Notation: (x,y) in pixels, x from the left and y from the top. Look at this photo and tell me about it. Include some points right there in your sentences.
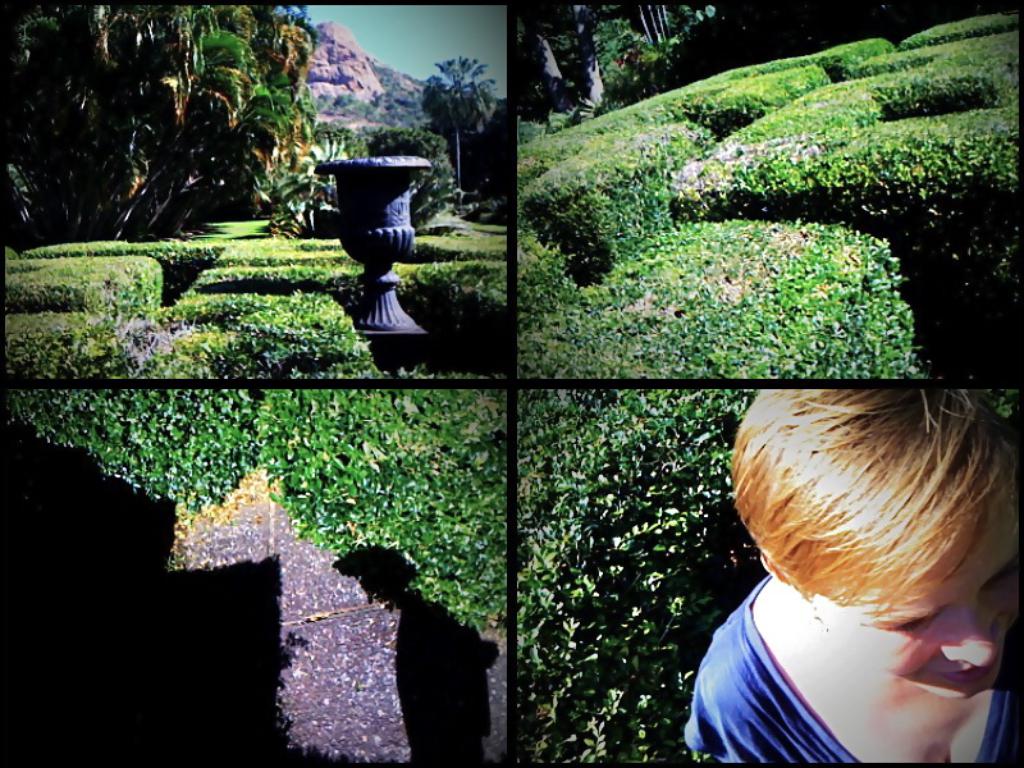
This is a collage, in this image there are some plants (473,325), trees (373,147), mountains (353,96) and there is one person (880,631) and also there is one urn (389,276).
